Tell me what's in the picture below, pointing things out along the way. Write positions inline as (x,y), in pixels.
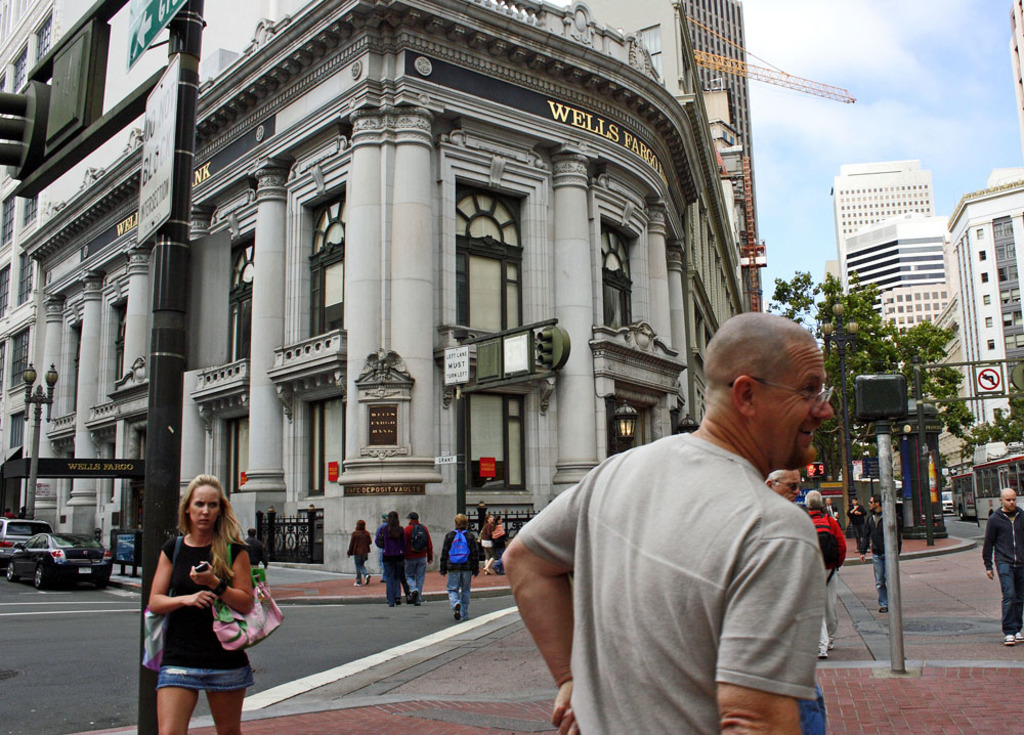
There are people (163,587) and we can see boards (456,362), lights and traffic signals (551,344) on poles (922,423) and vehicles (4,549) on the road (117,603). In the background (497,304) we can see buildings (341,546), crane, trees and sky (879,121).
